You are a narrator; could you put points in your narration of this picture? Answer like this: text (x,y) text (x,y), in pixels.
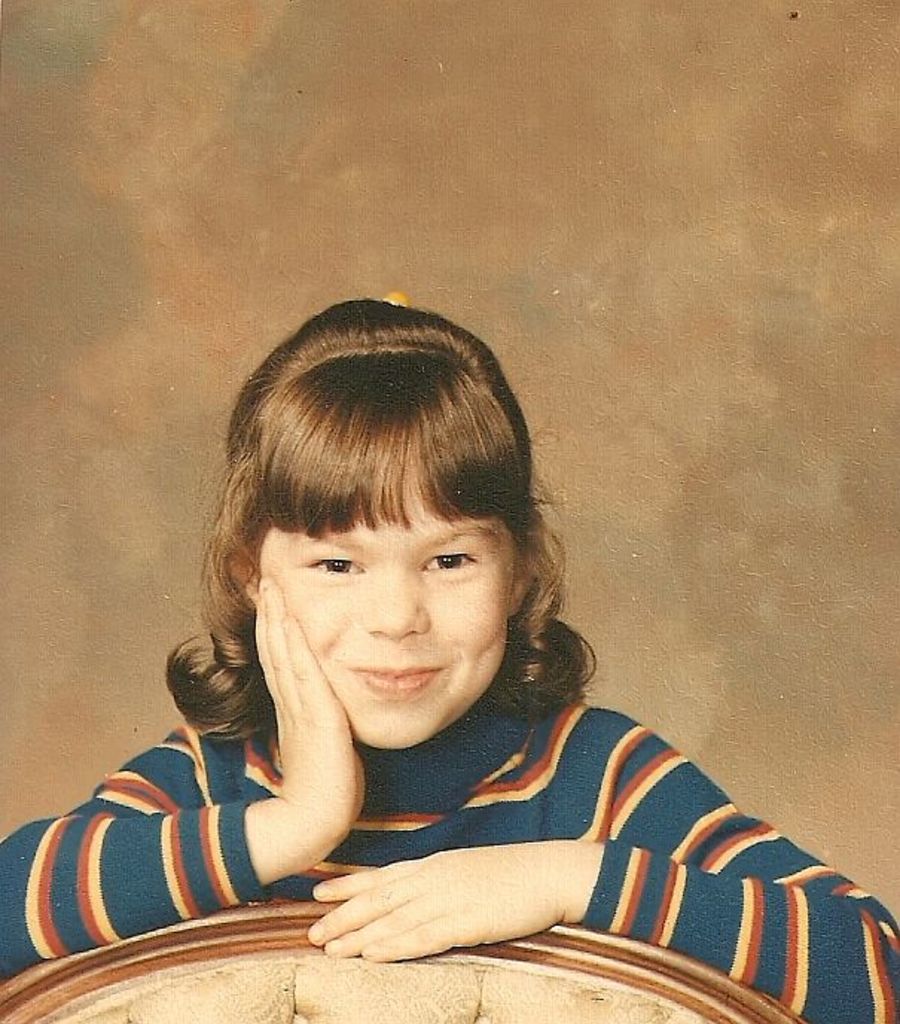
In this image I can see a girl (261,695) and I can also see smile (370,680) on her face (355,684). In the front of her I can see a chair like thing (307,941).
